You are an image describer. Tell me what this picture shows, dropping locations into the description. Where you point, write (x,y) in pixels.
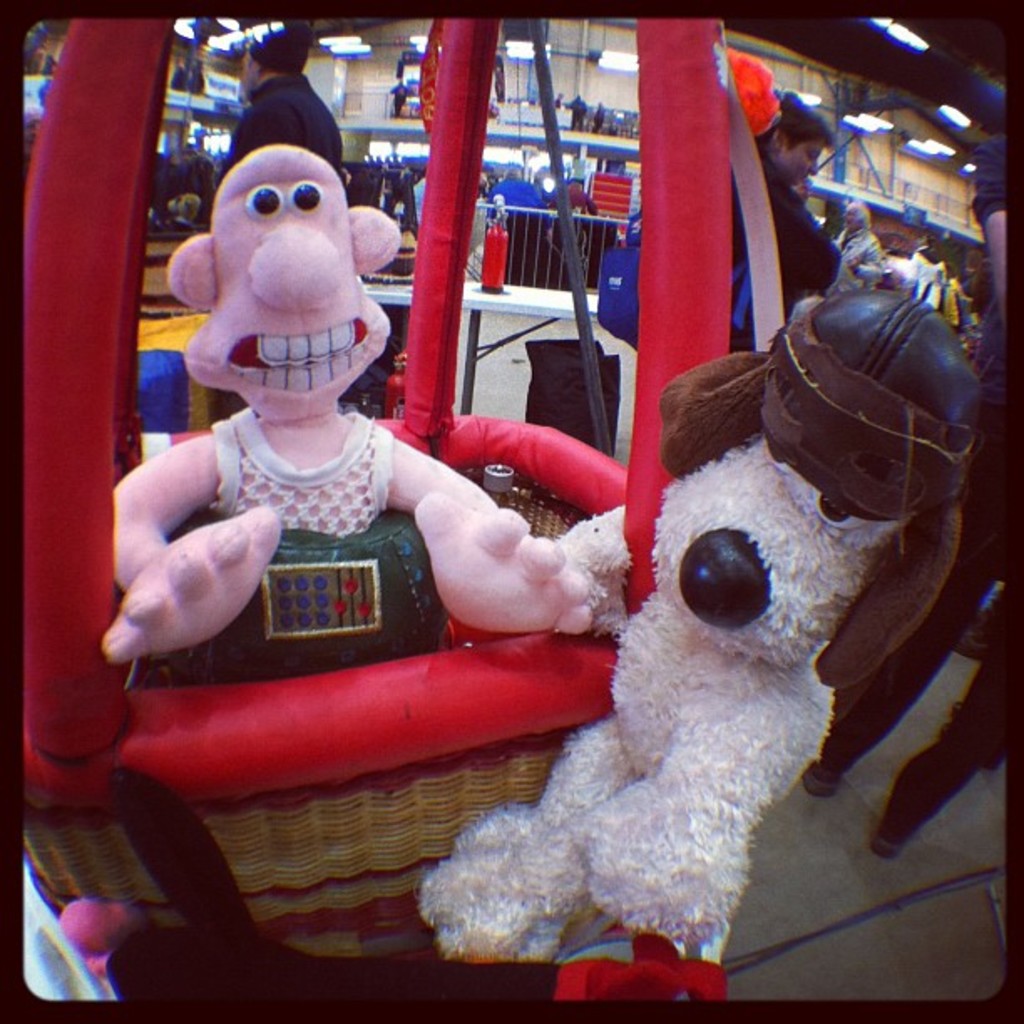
In this image we can see soft toys (459,594) in a basket (308,684). In the background (853,211) we can see some people (803,170) inside a building (561,80). There is a red color bottle (499,267) on the counter (529,301) and the image has black borders (623,1007).
